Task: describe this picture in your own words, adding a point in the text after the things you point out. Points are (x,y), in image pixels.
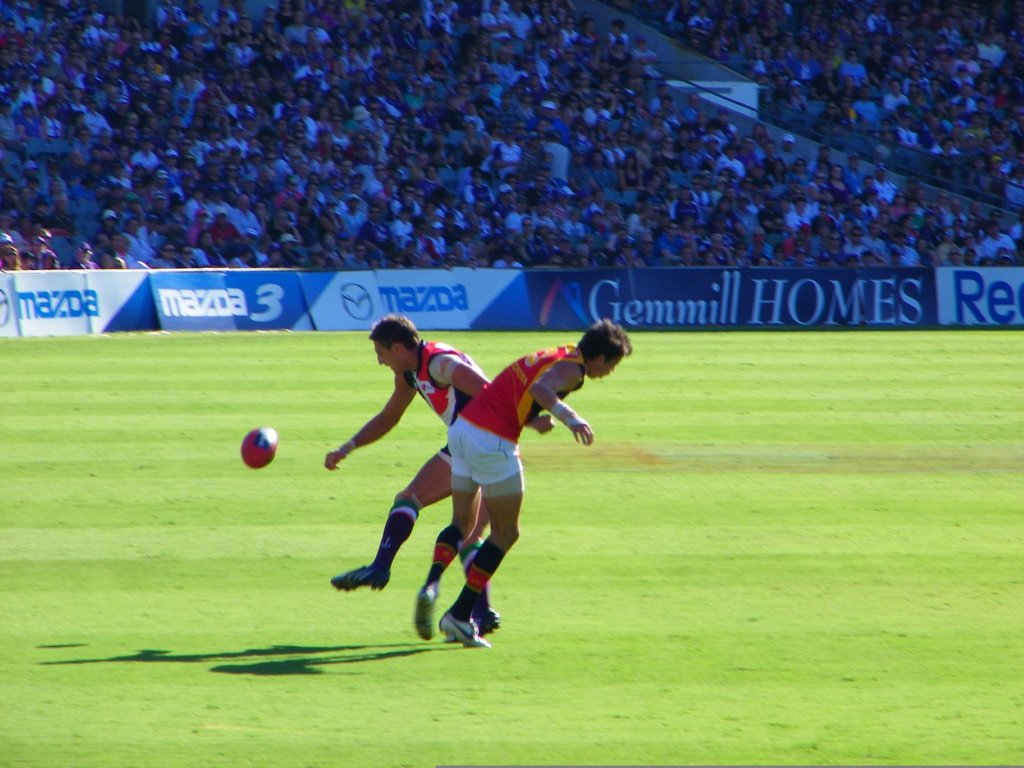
In this image I can see two persons (502,390) wearing red and white colored dresses (482,423) are standing and a ball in the air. In the background (48,285) I can see few banners (289,294) and number of persons (523,142) in the stadium (446,154).
